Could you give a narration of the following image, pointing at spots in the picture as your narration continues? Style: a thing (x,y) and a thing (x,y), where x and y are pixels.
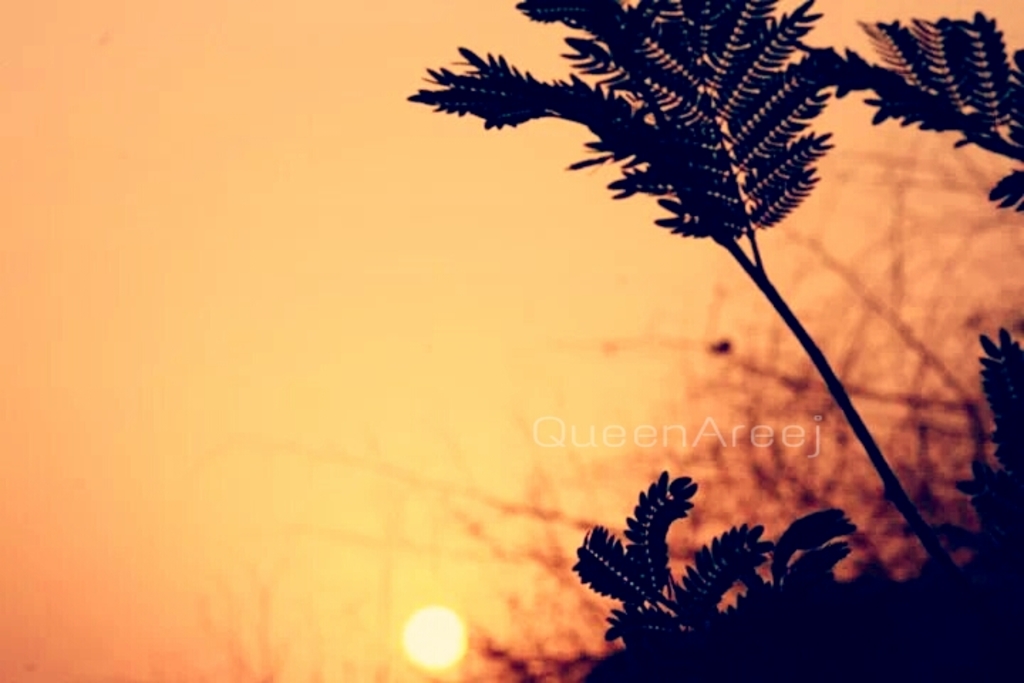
The picture is taken during sunset or sunrise. In the foreground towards right (810,621) there are trees (844,395). In the center of the background (448,650) it is sun (429,628). Sky (376,365) is in yellowish orange color.
